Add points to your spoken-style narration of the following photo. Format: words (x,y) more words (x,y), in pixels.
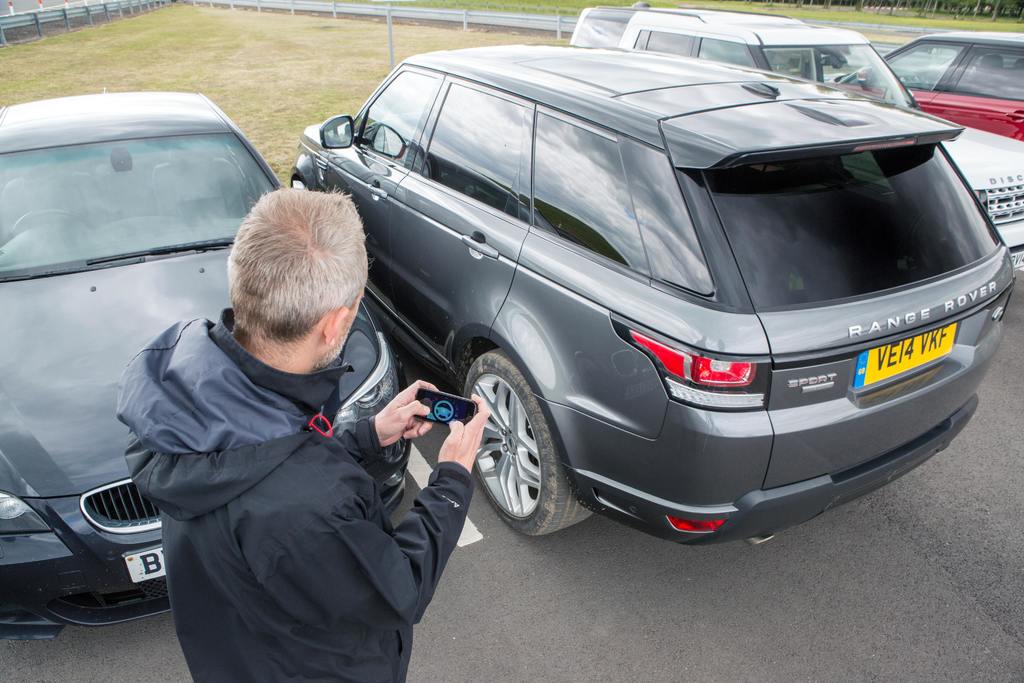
In this picture we can see a man (318,410) holding a device (427,397) with his hands (456,444), vehicles (933,86) on the road (871,650), grass (194,42) and in the background (31,20) we can see some objects (451,14).
